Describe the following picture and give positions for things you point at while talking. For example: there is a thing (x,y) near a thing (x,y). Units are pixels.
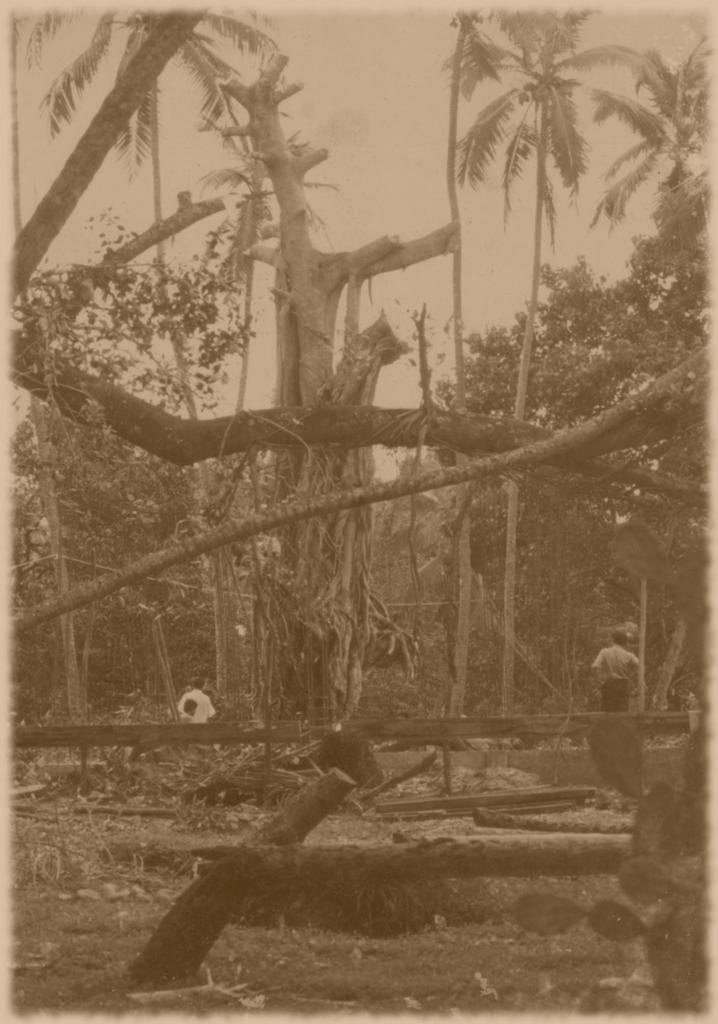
In this picture I can see many trees (373,412). On the right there is a man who is standing near to the woods (545,729). On the left (191,698) I can see two persons (201,690) who are standing near to the plants (177,690). At the top (393,67) I can see the sky (400,35) and clouds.
